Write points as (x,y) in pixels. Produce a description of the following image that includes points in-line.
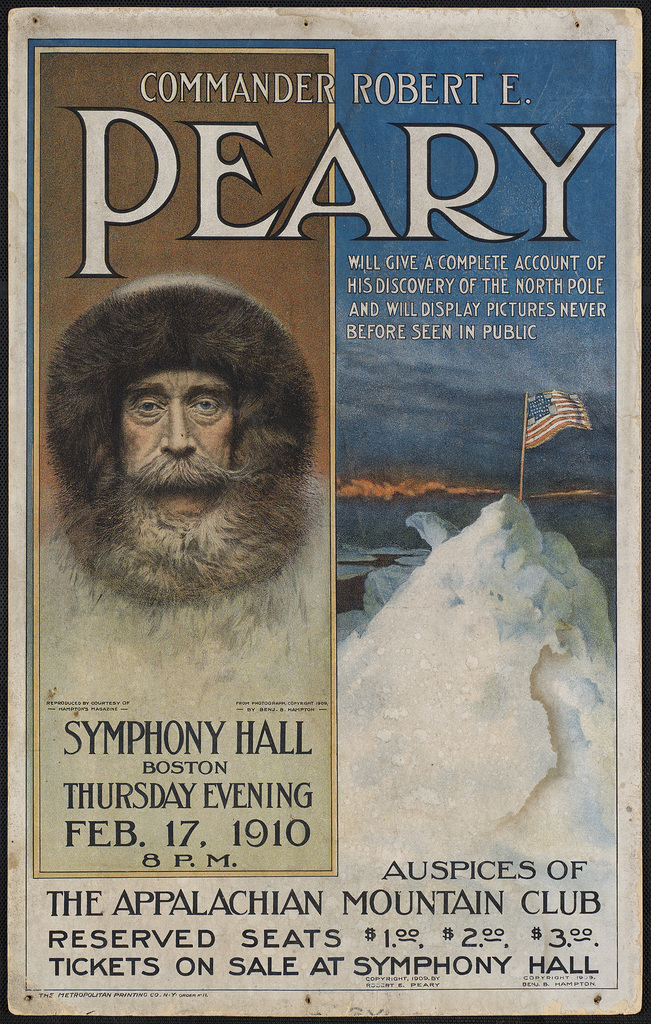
In the picture there is a poster (373,305), in the poster (411,264) there is a text (366,957), there is a person (71,374), there is a pole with the flag (563,399).
